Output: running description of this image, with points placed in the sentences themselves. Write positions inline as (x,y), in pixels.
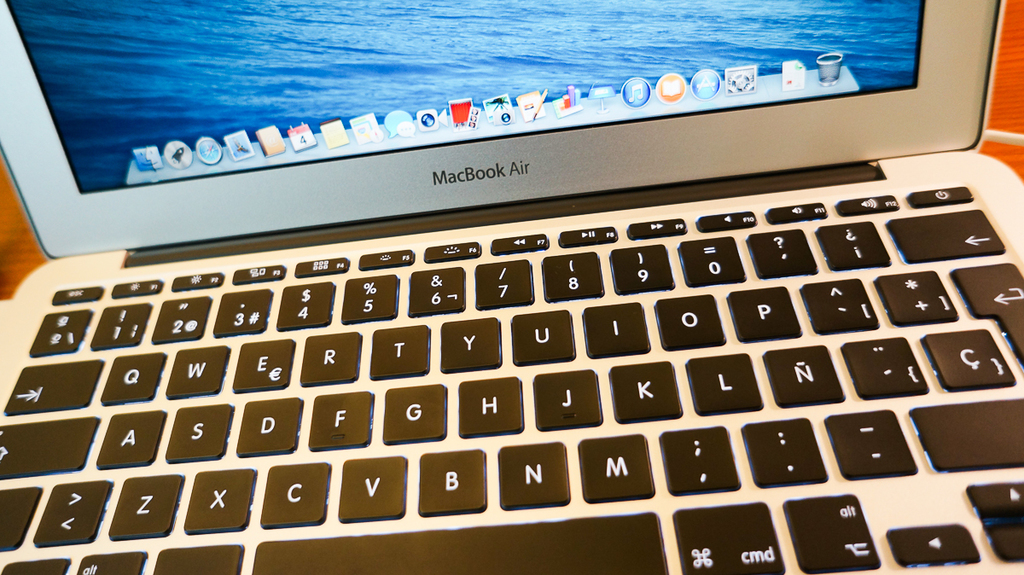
In this image there is a laptop (529,168) and there is some text (471,182) written on the screen (552,159) of the laptop (476,172) and there are keyboards (514,411) with some text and numbers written on it.
